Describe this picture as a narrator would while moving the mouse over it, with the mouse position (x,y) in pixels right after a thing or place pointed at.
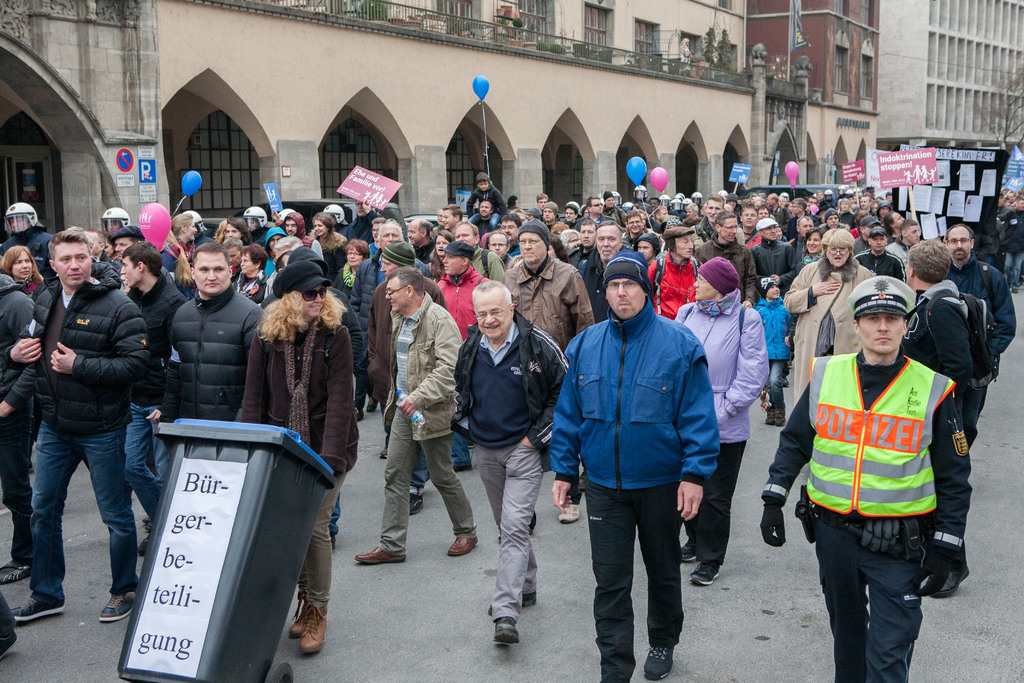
In this image we can see the people (597,321) walking on the road (468,604). We can also see the placards (951,171), balloons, sign boards (147,154), flag (800,35), tree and also the buildings (573,35). We can also see the text paper (209,506) attached to the bin (253,470).
